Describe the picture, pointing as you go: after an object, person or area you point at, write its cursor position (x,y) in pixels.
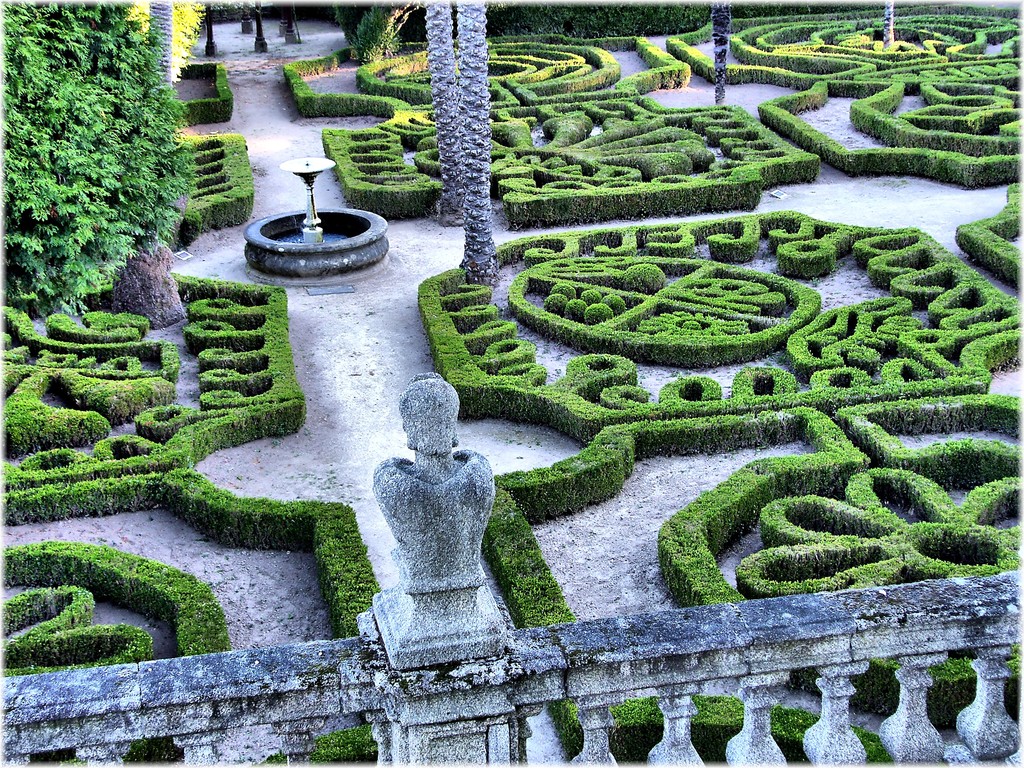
In this image I can see the rail (441,723). I can see the plants (647,340) and the trees (446,153). In the middle (344,262) I can see the fountain (312,247).
